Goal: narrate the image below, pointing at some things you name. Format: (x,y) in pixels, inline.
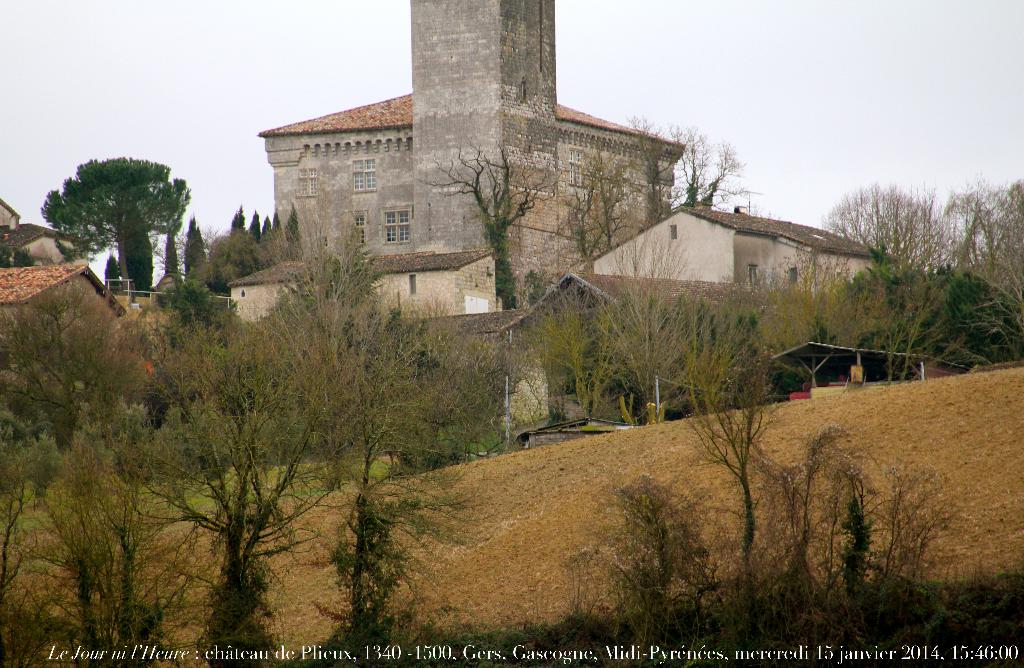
In this image there are buildings (468,289) and trees (259,345). In the foreground (600,482) there is a hill (560,503). At the top (335,75) there is the sky (765,73). At the bottom (290,661) there is text (588,656) on the image.
